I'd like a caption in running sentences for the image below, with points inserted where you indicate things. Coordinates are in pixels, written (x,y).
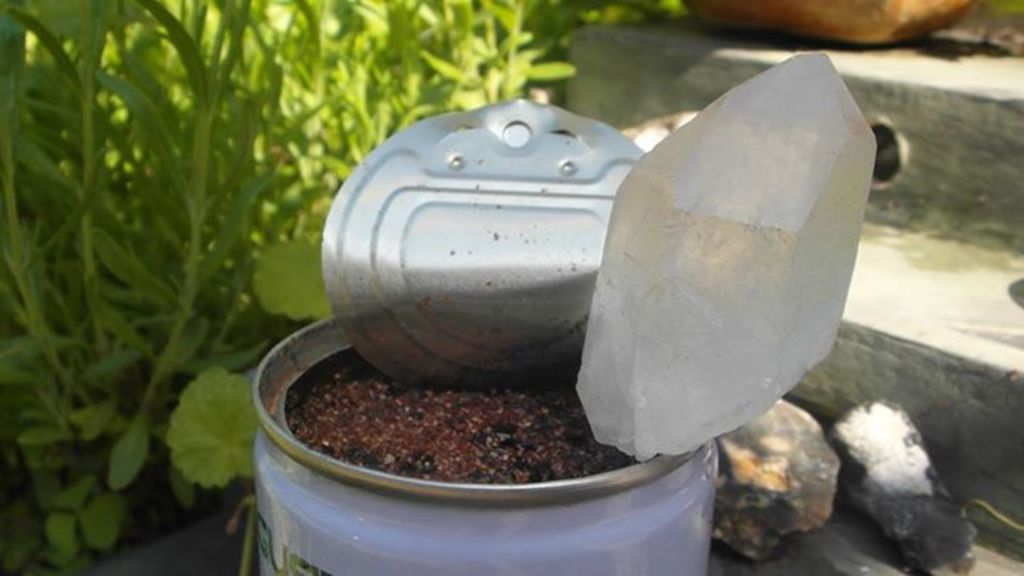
There is a tin (336,497), which is opened and filled with something, near plants (299,157) and stones (765,454) which are on a step (840,542). In the background (983,524), there are steps (907,267) and plants (439,43).
